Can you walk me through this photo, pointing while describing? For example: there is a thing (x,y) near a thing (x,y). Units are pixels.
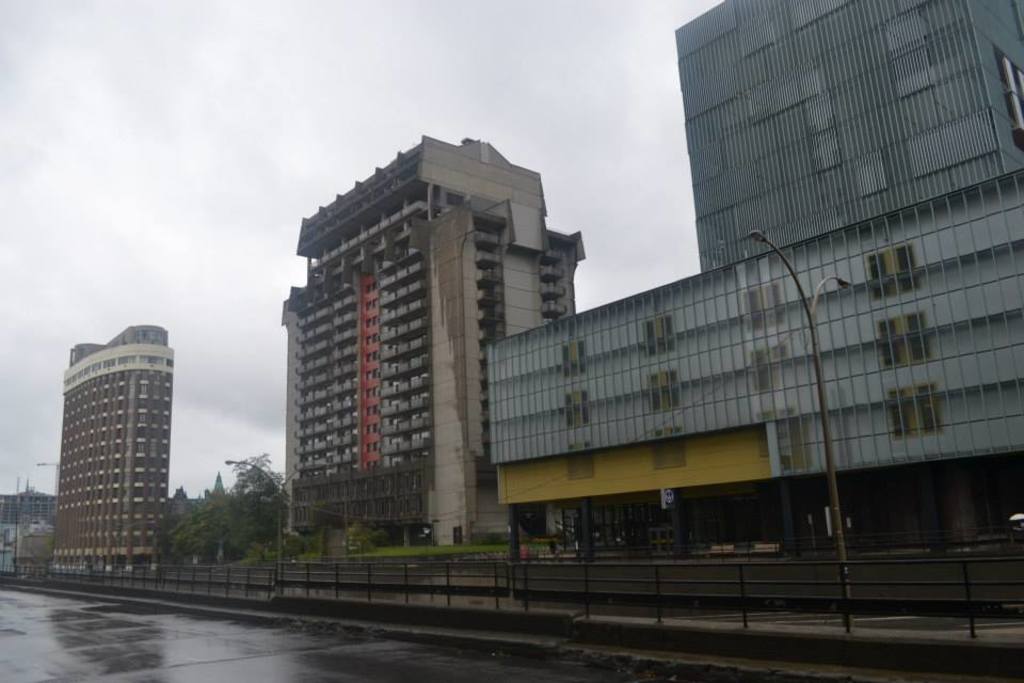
In the foreground of the picture (568,583) there are road (274,633), railing (377,563), streetlight (768,244). In the center of the picture (448,366) there are buildings (328,466), trees (201,508), streetlight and other objects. Sky (318,116) is cloudy.
